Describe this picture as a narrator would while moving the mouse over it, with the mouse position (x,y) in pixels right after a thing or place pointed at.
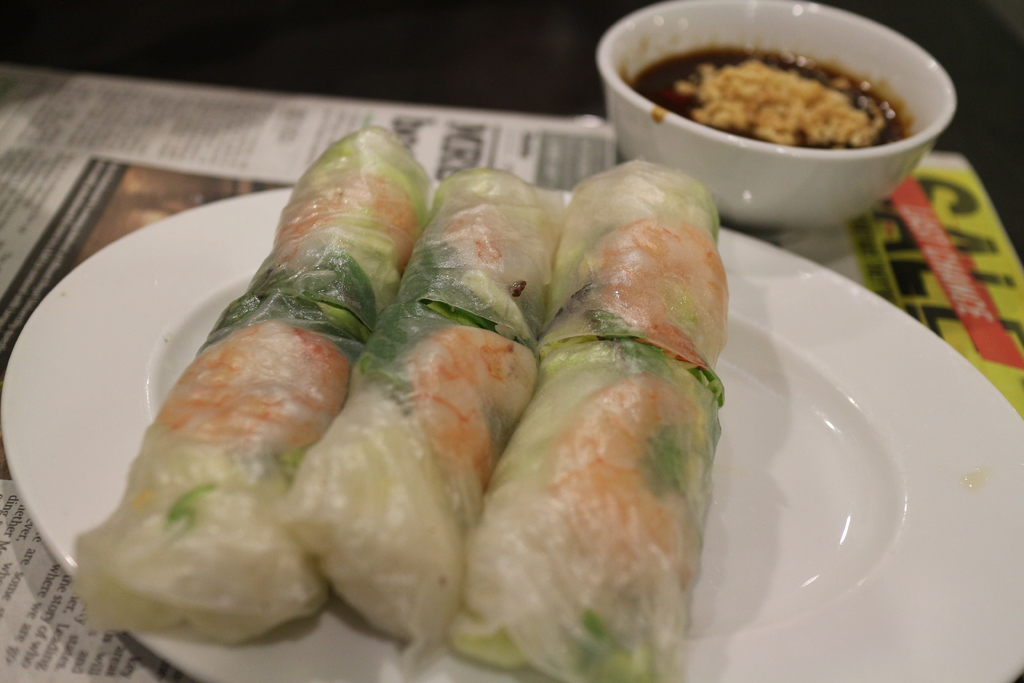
In this image we can see food items (509,457) wrapped in a cover (392,531) on the plate (23,351) and we can see food item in a bowl (722,214) and they are on a newspaper (536,146).
